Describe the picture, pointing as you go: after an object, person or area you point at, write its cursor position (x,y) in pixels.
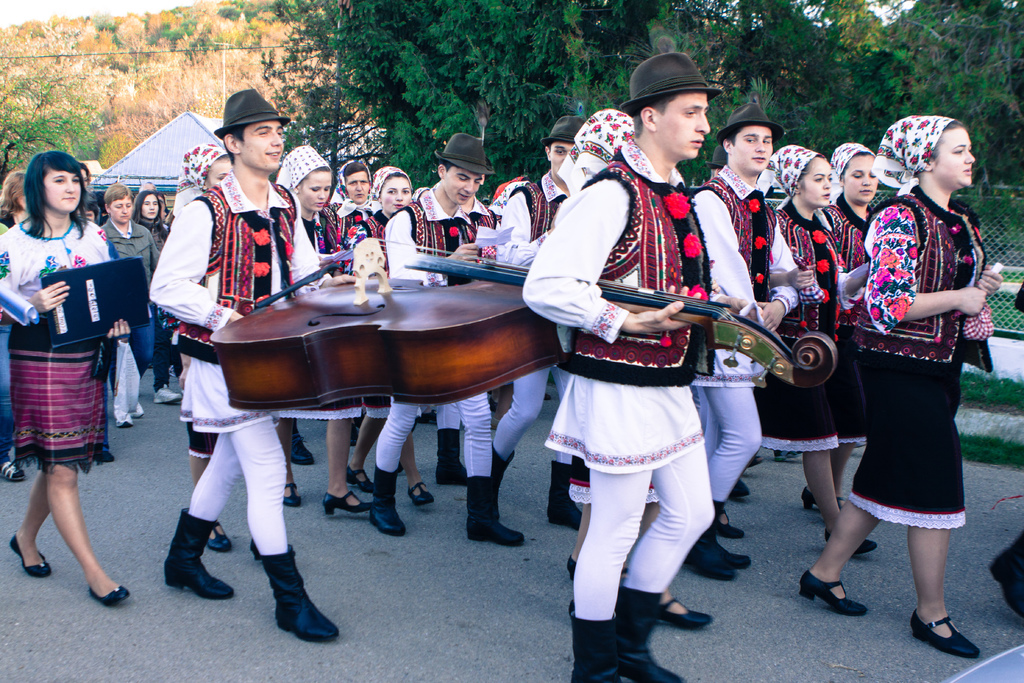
In this picture we can see the group of persons (897,236) who are holding a double bass (466,296). They are wearing same dress (893,300) and taking the march on the road (720,641). In the background (817,117) we can see the trees (30,122), mountain (177,87) and grass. On the right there is a fencing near to the grass (980,399). In the top left corner (77,3) there is a sky (87,3). On the left (198,139) background (177,139) there is a shed (154,145).
